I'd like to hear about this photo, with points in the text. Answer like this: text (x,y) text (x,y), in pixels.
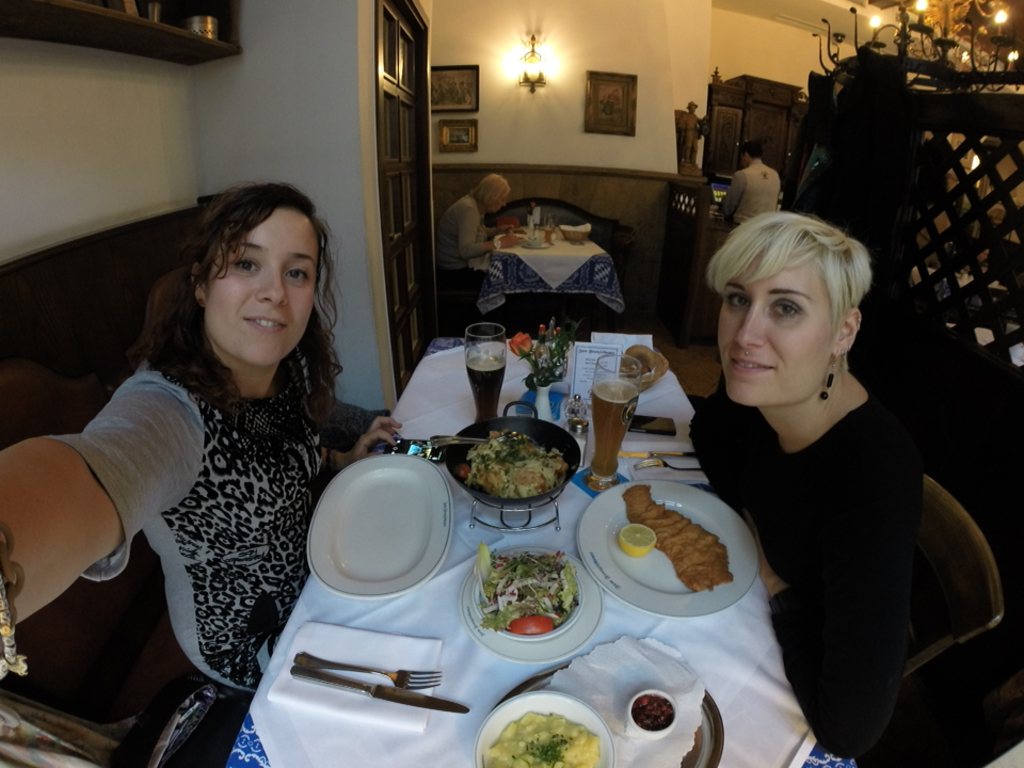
Here in front (249,487) we can see a couple of woman (302,259) sitting, behind them there is woman (462,230) sitting and at the top (526,77) there is a light (527,65).
